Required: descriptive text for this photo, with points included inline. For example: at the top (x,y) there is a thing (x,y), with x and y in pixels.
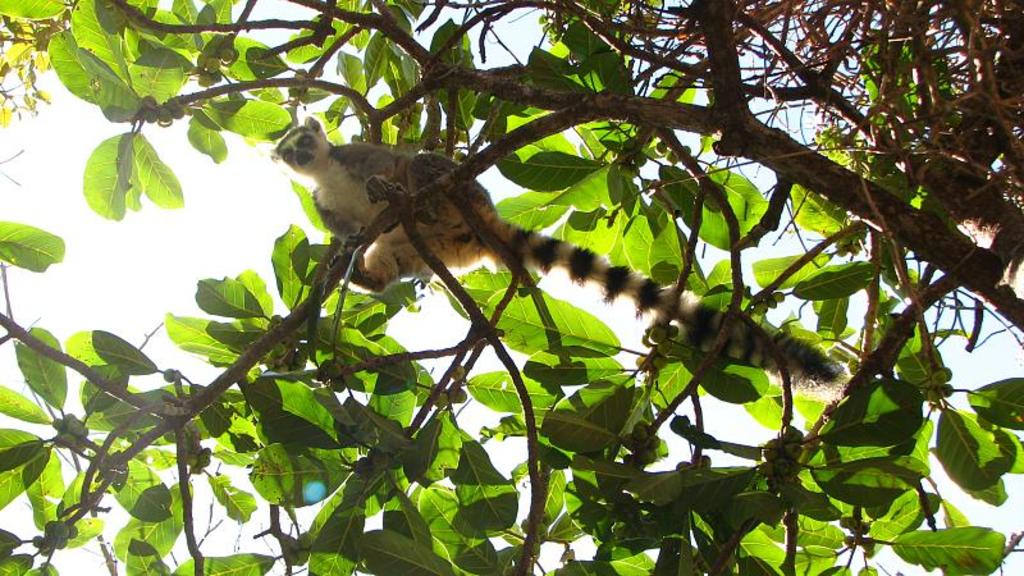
In this picture there is an animal (406,180) sitting on the tree (468,86) and there are fruits (156,122) on the tree (483,461). At the top (155,136) there is sky (89,216).
